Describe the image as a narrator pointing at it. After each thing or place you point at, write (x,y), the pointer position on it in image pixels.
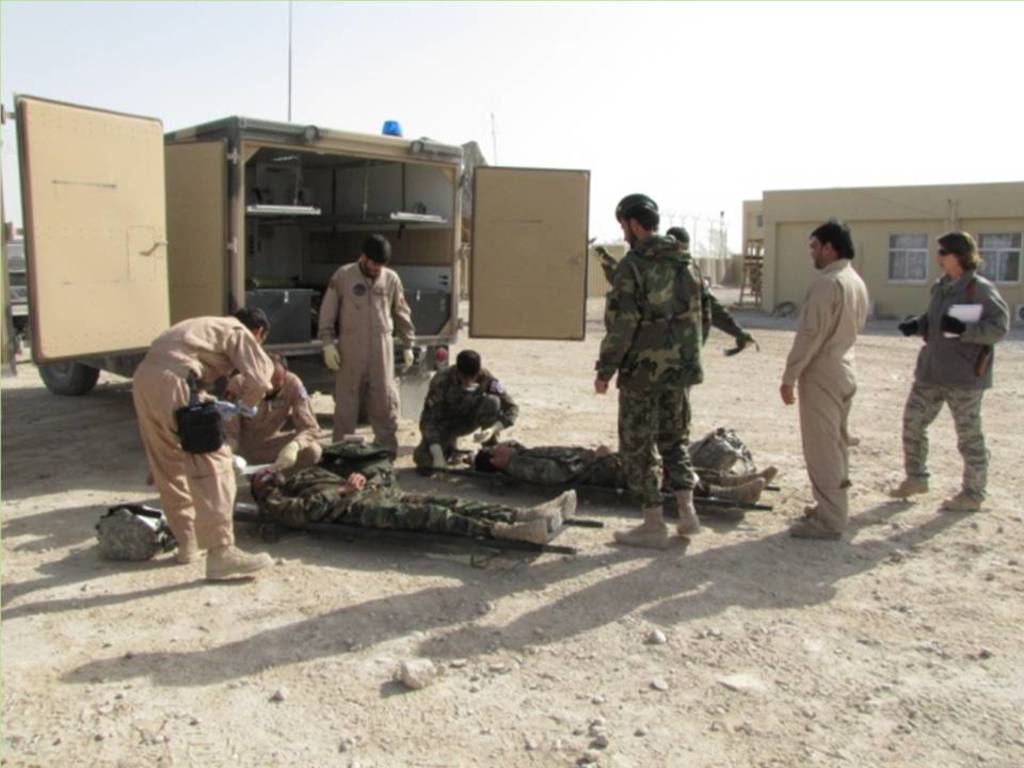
In this image there are people (669,389), stretchers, vehicle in the foreground (972,435). There are buildings (991,242) in the background (1010,275). There is a sky (588,79) at the top (125,47). And there is a mud road (1007,470) at the bottom (182,564).
